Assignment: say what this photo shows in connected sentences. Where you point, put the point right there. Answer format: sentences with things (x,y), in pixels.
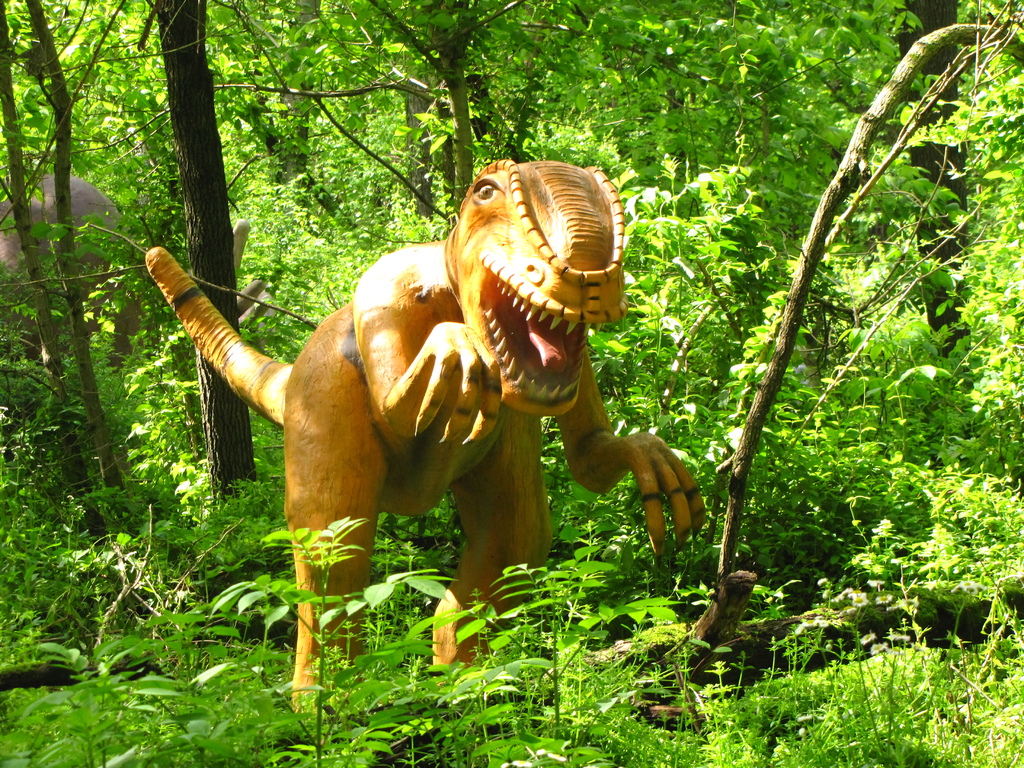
In this picture we can see a toy (299,390) of an animal (516,416) on the ground (409,714) and in the background (57,255) we can see trees (803,159).
